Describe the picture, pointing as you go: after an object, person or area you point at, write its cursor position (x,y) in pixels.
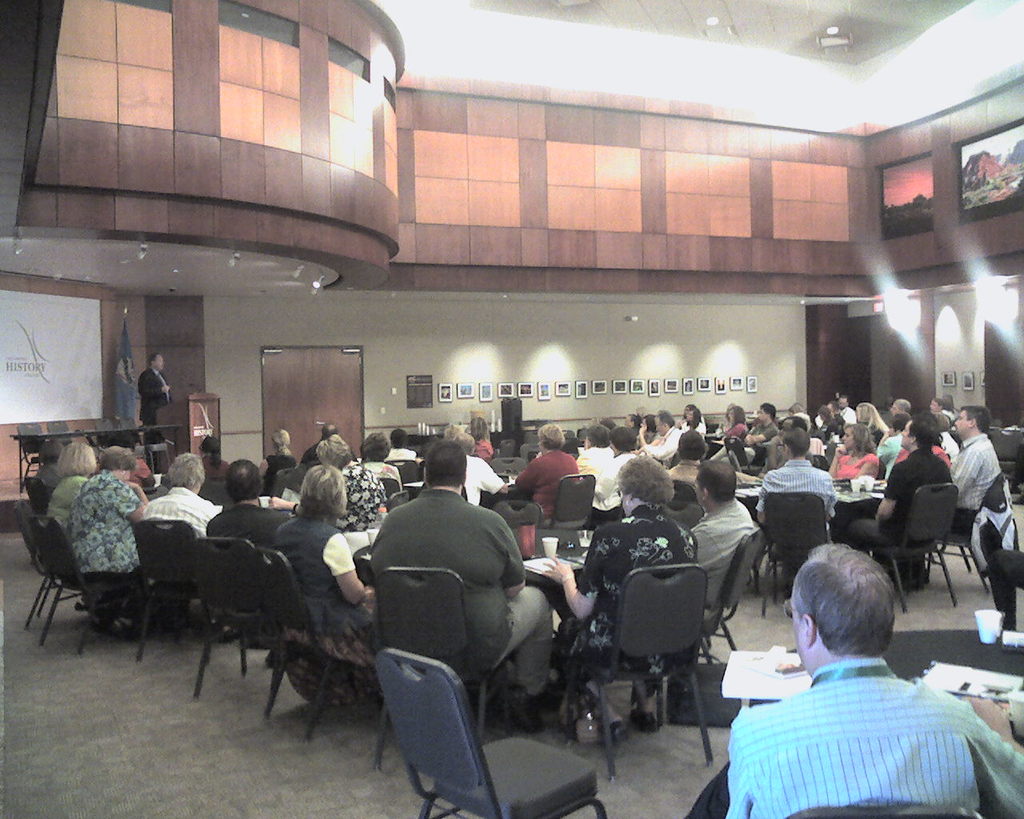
A picture of a conference room (136,457). This is screen (84,358). Beside this screen (77,379) there is a flag (122,379). Far this person (157,391) is standing. In-front of this person (150,402) there is a podium (194,407). This group of people (216,464) are sitting on chair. On wall (459,400) there are different type of pictures (447,395). On table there is a cup (584,530) and papers (992,673).
